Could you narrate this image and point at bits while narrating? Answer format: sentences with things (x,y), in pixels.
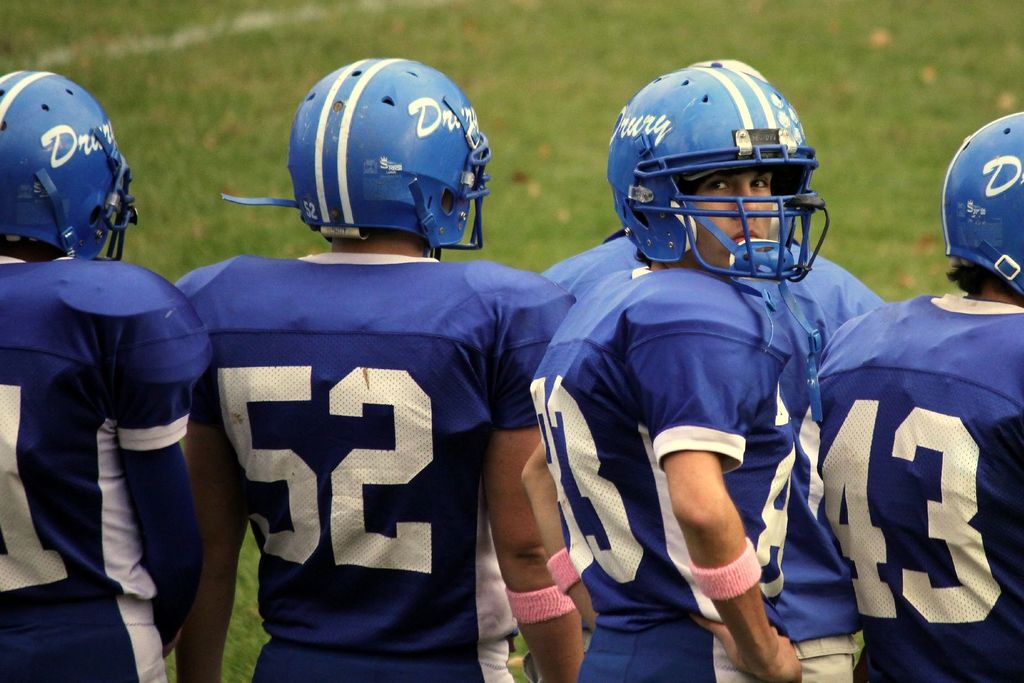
In this image there are few persons (538,353) wearing blue color sports dress (522,422). They are wearing helmets (631,237). They are standing and facing at the opposite direction. A person (654,357) is facing at the front side of the image (647,320). Background (406,25) there is grassland (828,40).
